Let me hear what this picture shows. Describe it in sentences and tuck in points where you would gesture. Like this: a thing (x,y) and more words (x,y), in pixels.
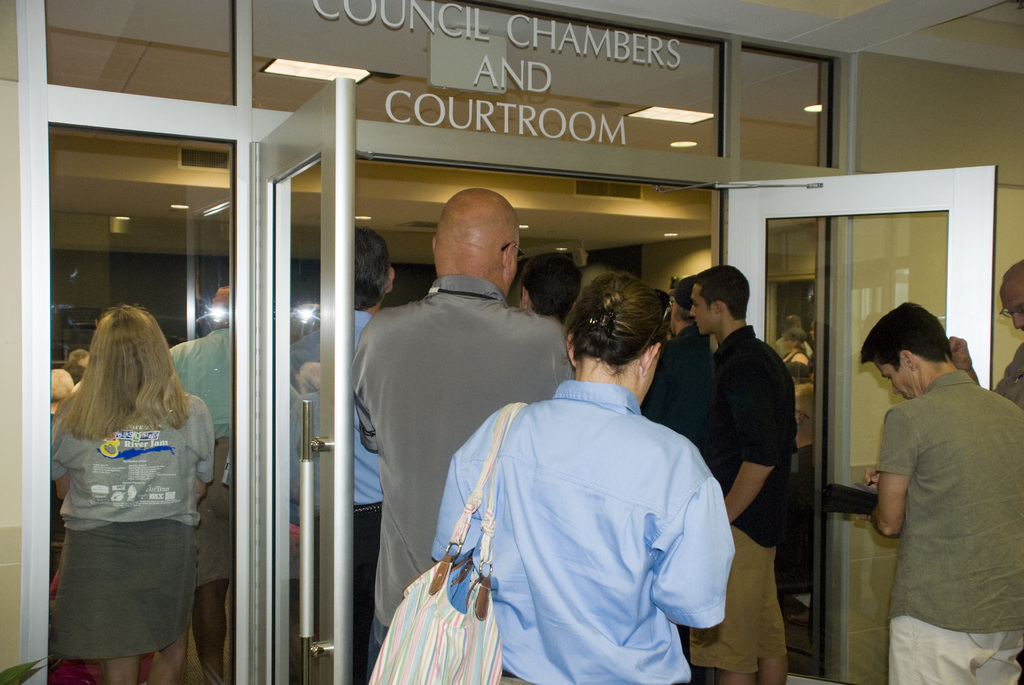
In this picture we can see all the persons (473,442) standing. This is a door (864,269) and here it is written as council chambers and courtroom. This is an AC duct (633,192). This is a ceiling (627,227). These are the lights (670,236).
